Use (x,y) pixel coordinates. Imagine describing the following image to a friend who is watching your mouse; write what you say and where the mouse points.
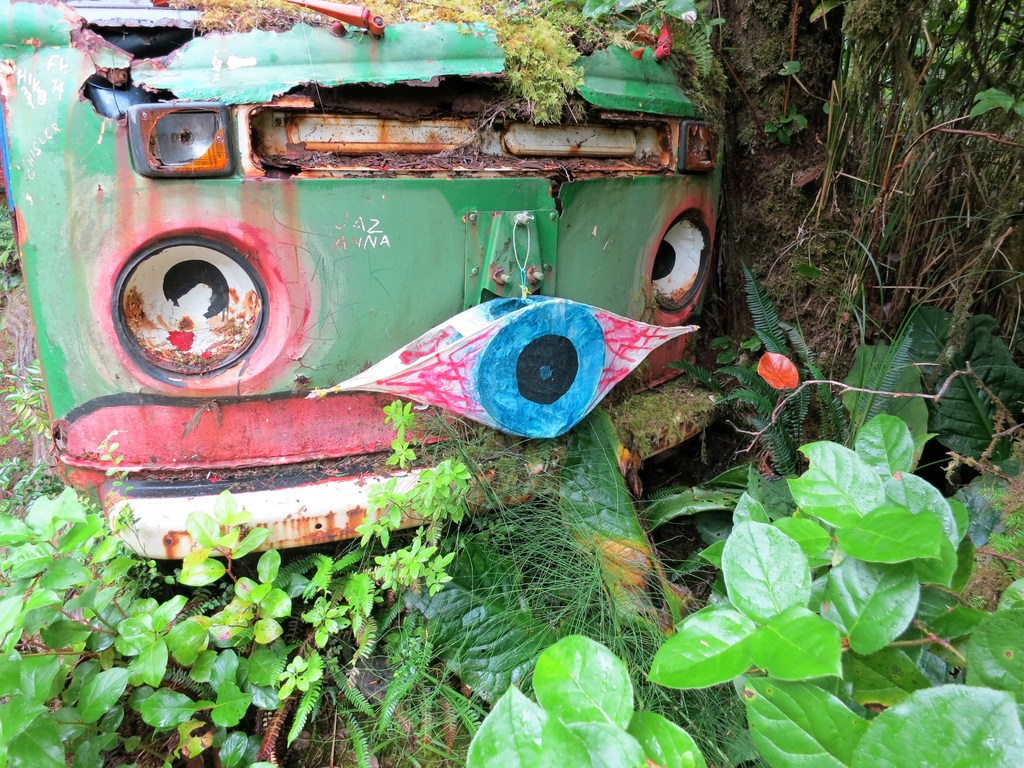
In this image in the center (591,388) there is one vehicle (501,164) and on the right side (770,78) there are some trees (737,161), at the bottom (737,610) there are some plants (737,619) and grass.
